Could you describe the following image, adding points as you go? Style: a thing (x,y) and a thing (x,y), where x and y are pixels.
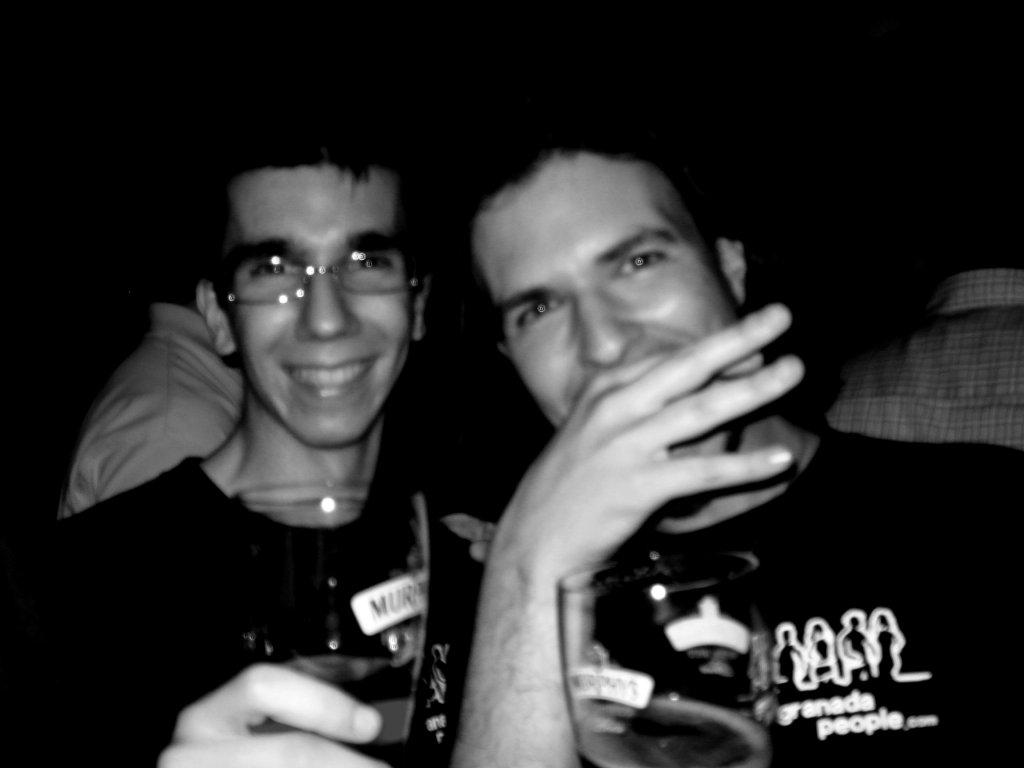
This image is in black and white and slightly blurred, where we can see two persons (907,578) wearing T-shirts (143,631) are holding glasses (743,764) with a drink (757,758) in it and smiling. In the background of the image (957,361) we can see two persons (957,361) and it is dark.
